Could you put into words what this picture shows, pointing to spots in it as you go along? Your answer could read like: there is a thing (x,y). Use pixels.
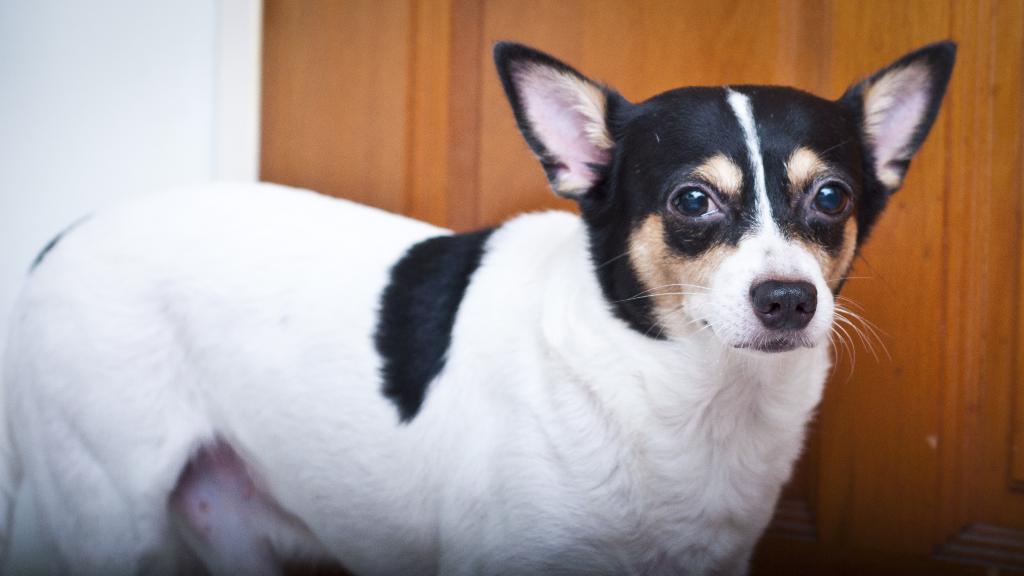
In the foreground of the image (419,307) there is a dog (375,397). In the background of the image (162,169) there is wall (173,64). There is a wooden door (433,67).
